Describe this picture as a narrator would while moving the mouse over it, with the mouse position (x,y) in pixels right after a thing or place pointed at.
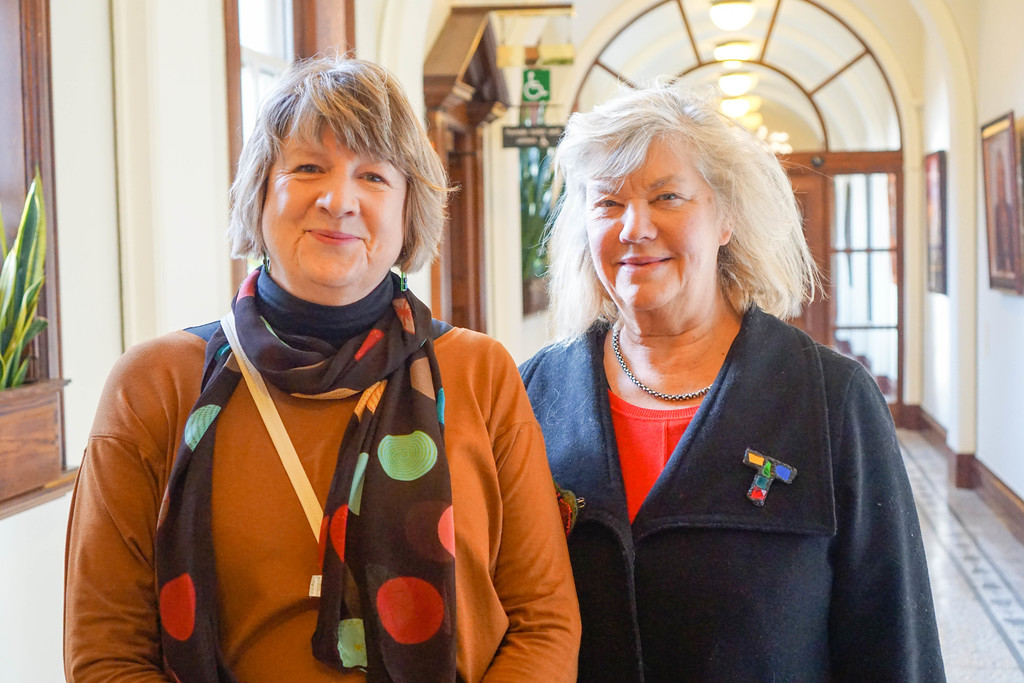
In this image we can see two ladies (348,313), one is wearing a brown color dress (513,435) and another lady (843,452) is wearing a blue color dress (854,669). In the background of the image (840,250) we can see a door (881,282) and plant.
